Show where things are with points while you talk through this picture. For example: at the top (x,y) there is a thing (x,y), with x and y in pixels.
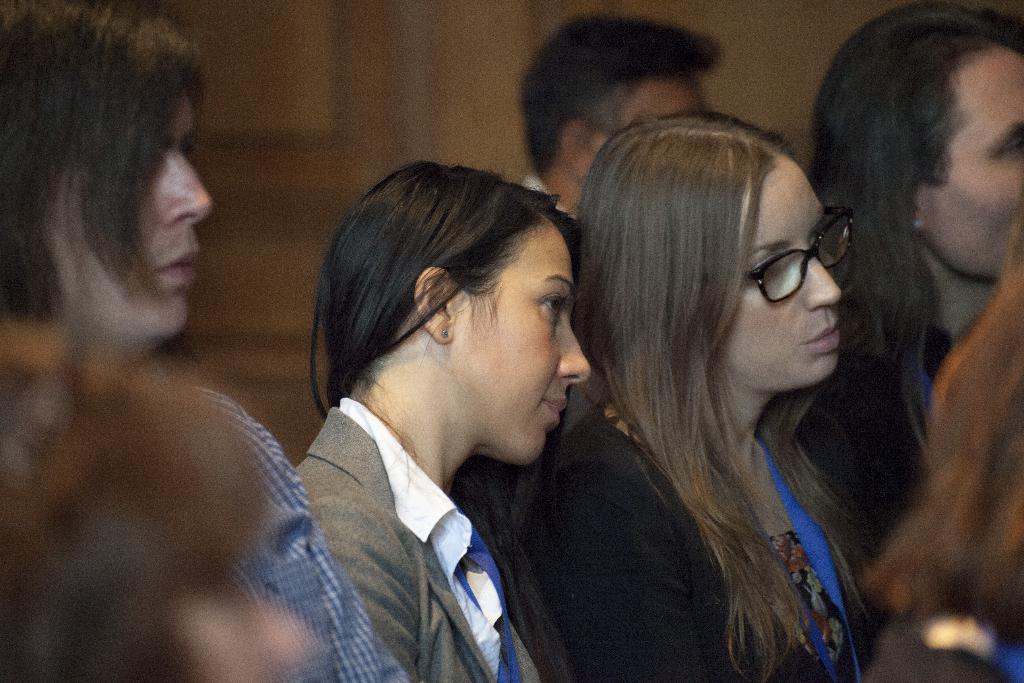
In this image there are a group of people (391,552) standing together and watching at something.
